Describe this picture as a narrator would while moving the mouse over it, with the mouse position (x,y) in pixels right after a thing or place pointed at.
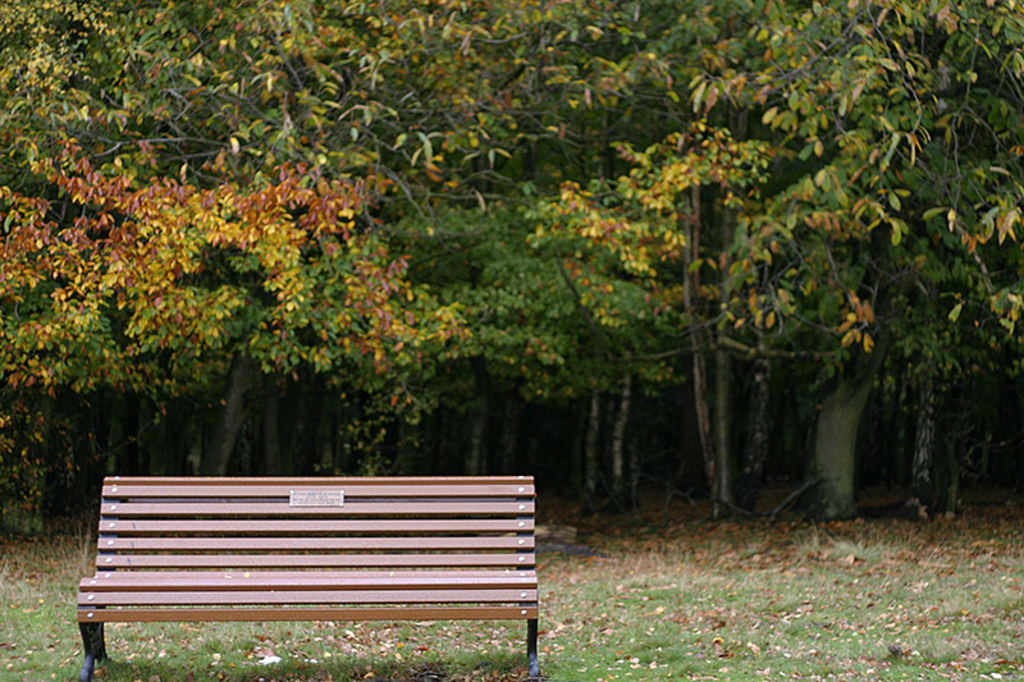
In this picture we can see a bench (242,619) on the left side (271,501). We can see some grass (928,643) and a few dry leaves (580,631) on the ground (893,628). There are trees (527,210) in the background (589,413).
